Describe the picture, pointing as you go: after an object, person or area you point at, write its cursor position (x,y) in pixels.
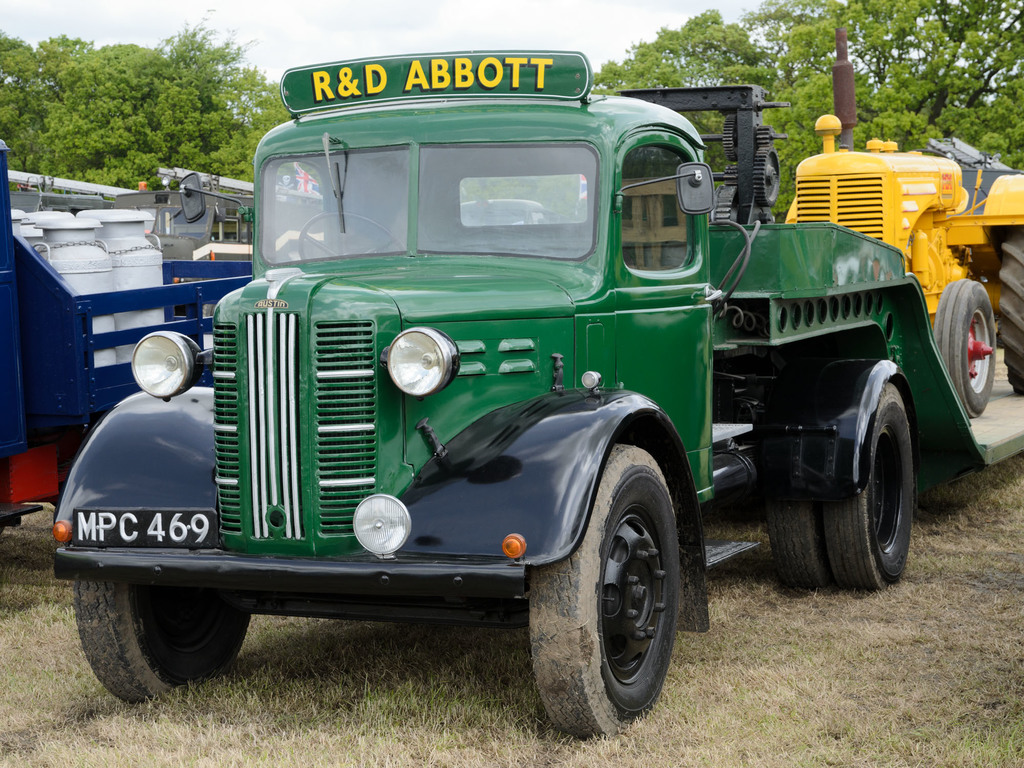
In this picture I can see a green color truck (623,261), on which there is a tractor (895,193) and on the left side of this image (13,292) I see the blue color thing (6,256), on which there are few containers (141,251) and I see the grass (660,750) in front (53,730). In the background (40,64) I see number of trees (70,72) and I can see that there are boards (423,89) on the green color truck (444,156), on which there is something written.
